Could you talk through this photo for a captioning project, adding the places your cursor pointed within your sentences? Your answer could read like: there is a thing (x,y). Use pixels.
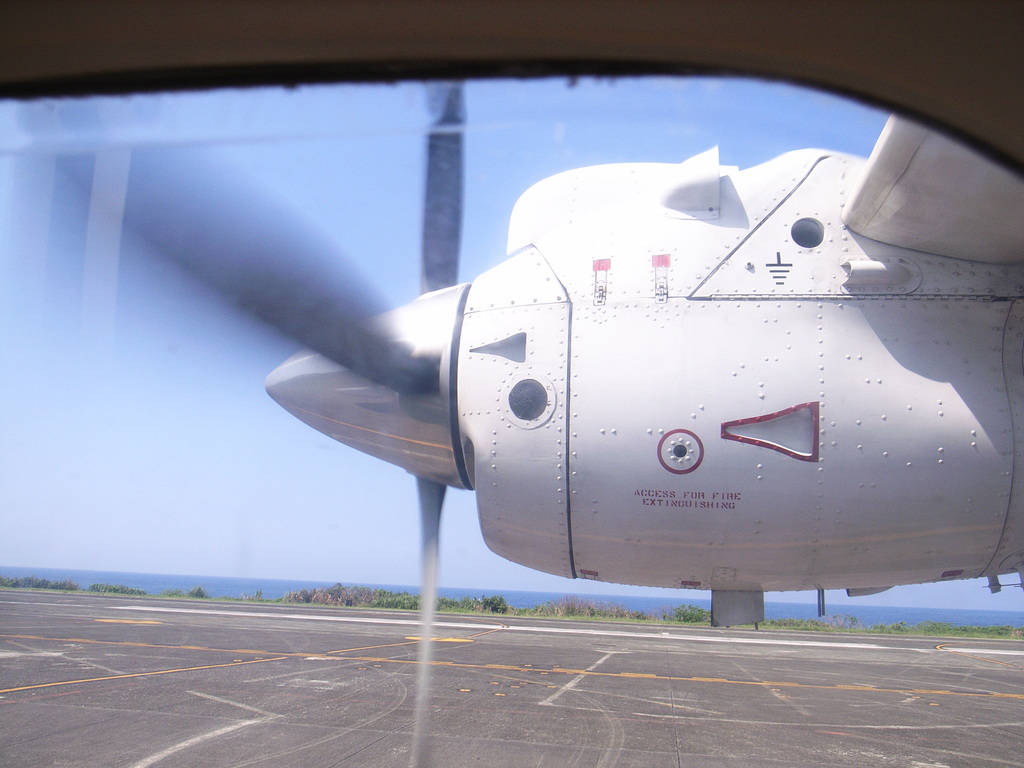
In this picture I can see an airplane (739,520) on the runway (338,611), there are plants (338,593), there is water (263,597), and in the background (211,438) there is sky (186,459).
